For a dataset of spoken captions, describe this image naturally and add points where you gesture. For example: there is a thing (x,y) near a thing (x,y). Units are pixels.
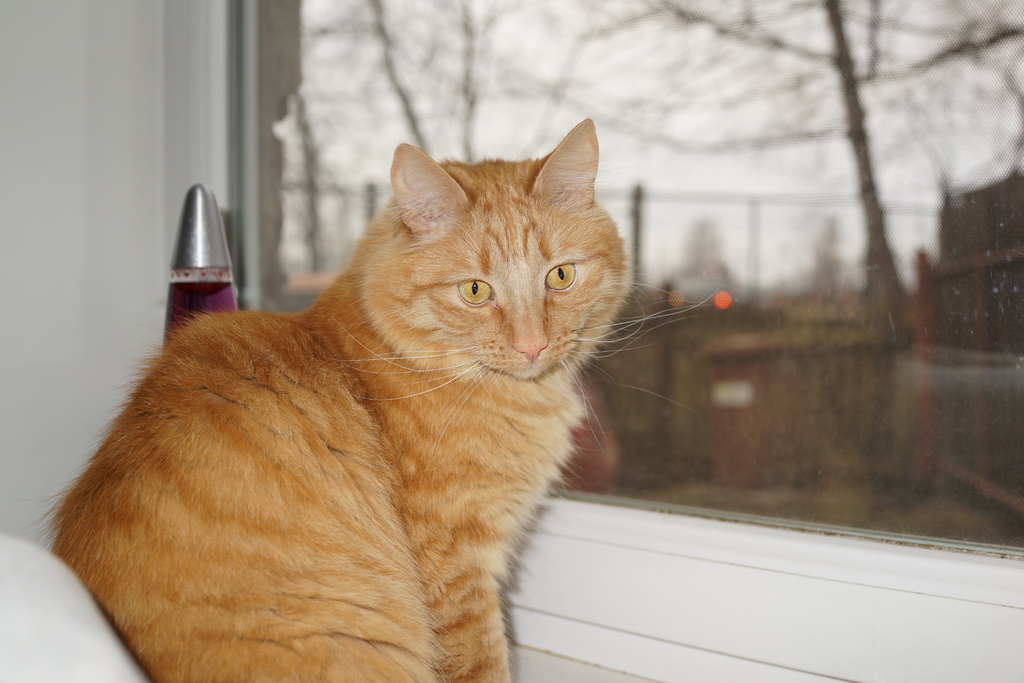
In this image we can see a cat (413,439). Near to the cat (457,364) there is a glass window (781,385). Through the glass window (673,222) we can see a blur background (441,87).
